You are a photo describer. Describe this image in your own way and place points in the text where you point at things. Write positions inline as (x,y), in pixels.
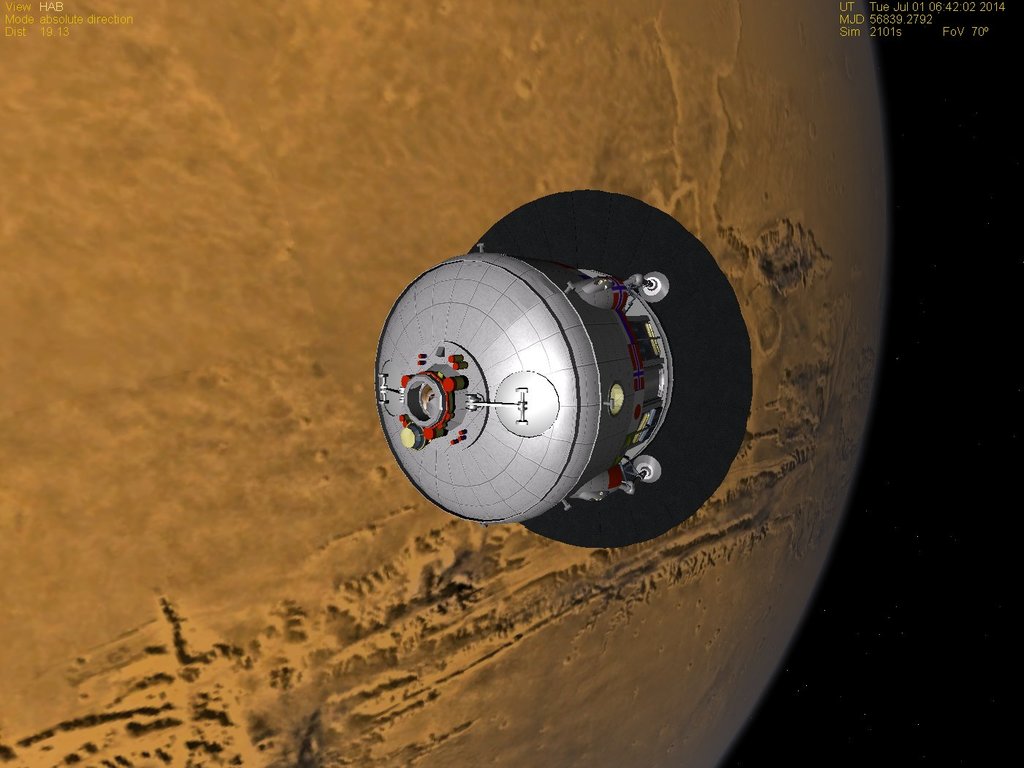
This looks like an animated image. This is the satellite (590,459). I think this is the planet (222,272). I can see the watermark (850,15) on the image. This is the space (921,379).
